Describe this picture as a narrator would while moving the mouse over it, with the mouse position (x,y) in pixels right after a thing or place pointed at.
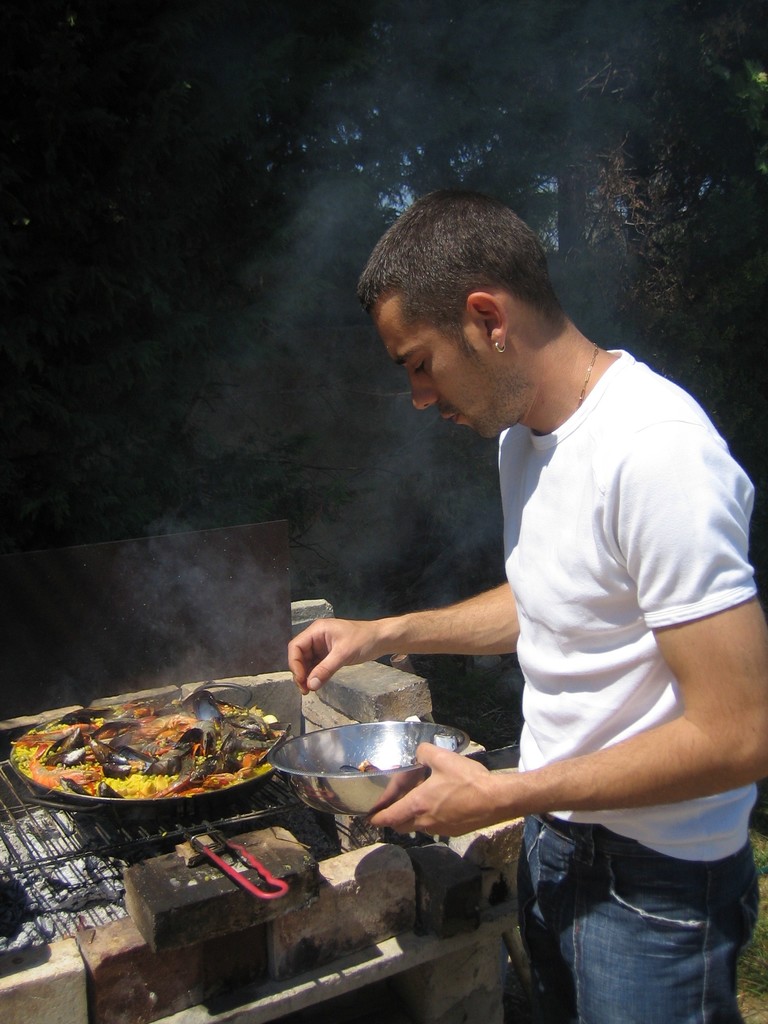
In this image I can see a person (638,798) standing wearing white shirt (635,659), blue pant (612,888). In front (54,789) I can see food (20,754) in the pan (270,774). Background (748,334) I can see trees (730,296), and sky (401,211) in blue color.
